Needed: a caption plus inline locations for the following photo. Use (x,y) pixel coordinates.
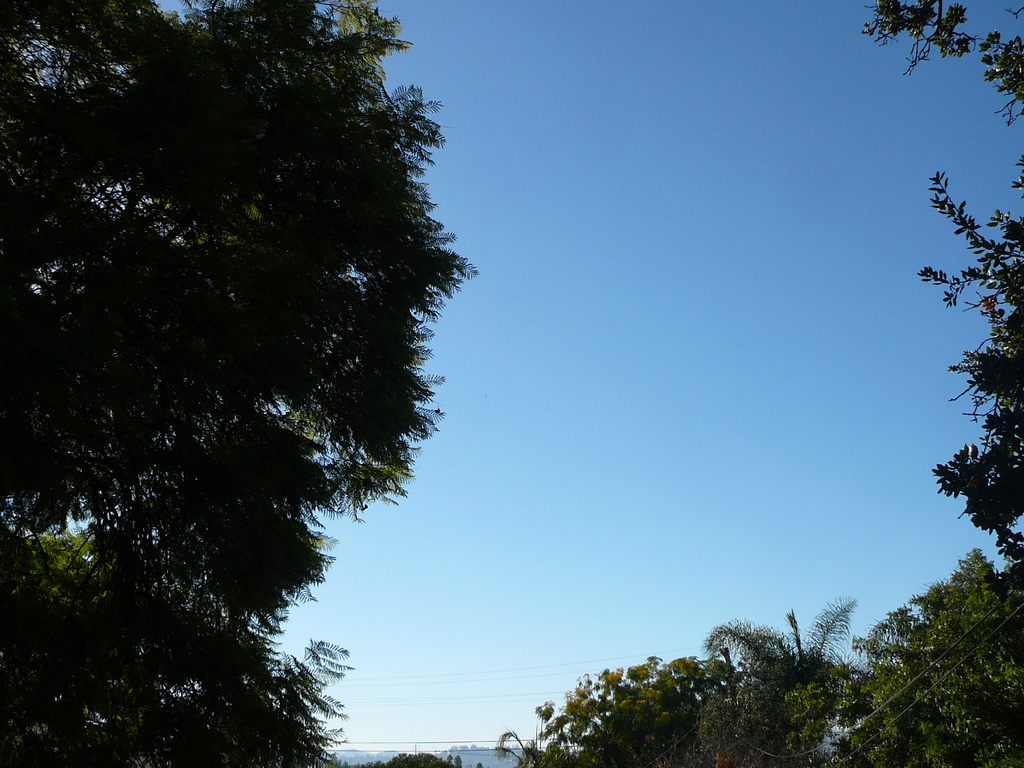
At the bottom of the image (454,754) we can see the wires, poles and hills (511,759). In the background of the image (503,733) we can see the trees (1012,469). At the top of the image (709,74) we can see the sky (634,349).
